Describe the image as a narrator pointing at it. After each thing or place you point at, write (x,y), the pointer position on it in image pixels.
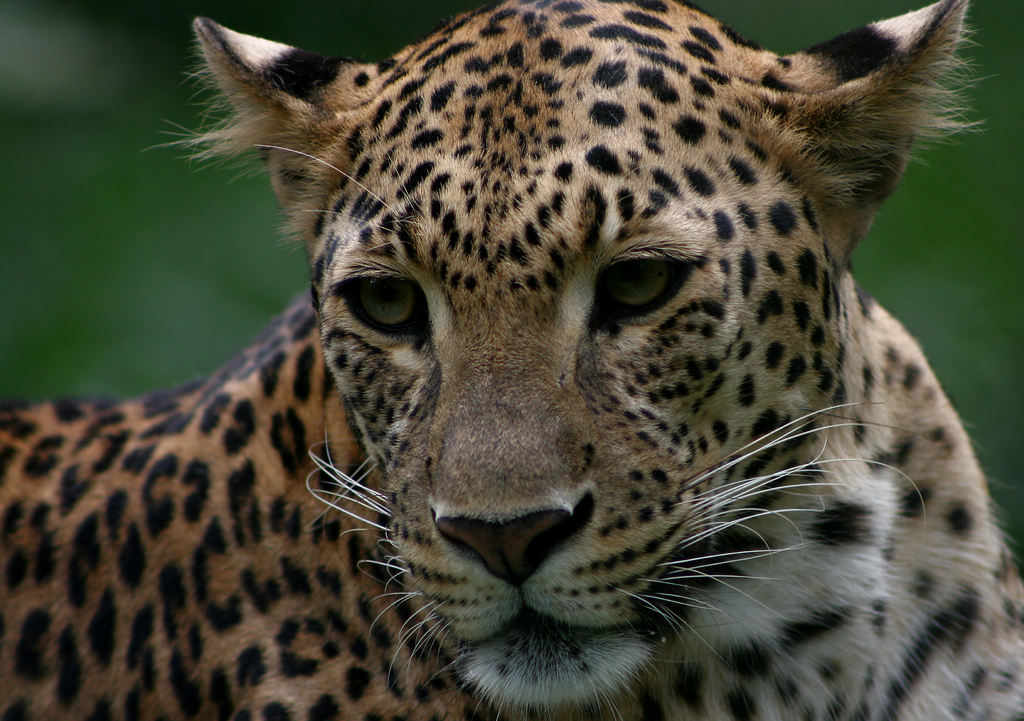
In this image we can see a leopard (450,475).
